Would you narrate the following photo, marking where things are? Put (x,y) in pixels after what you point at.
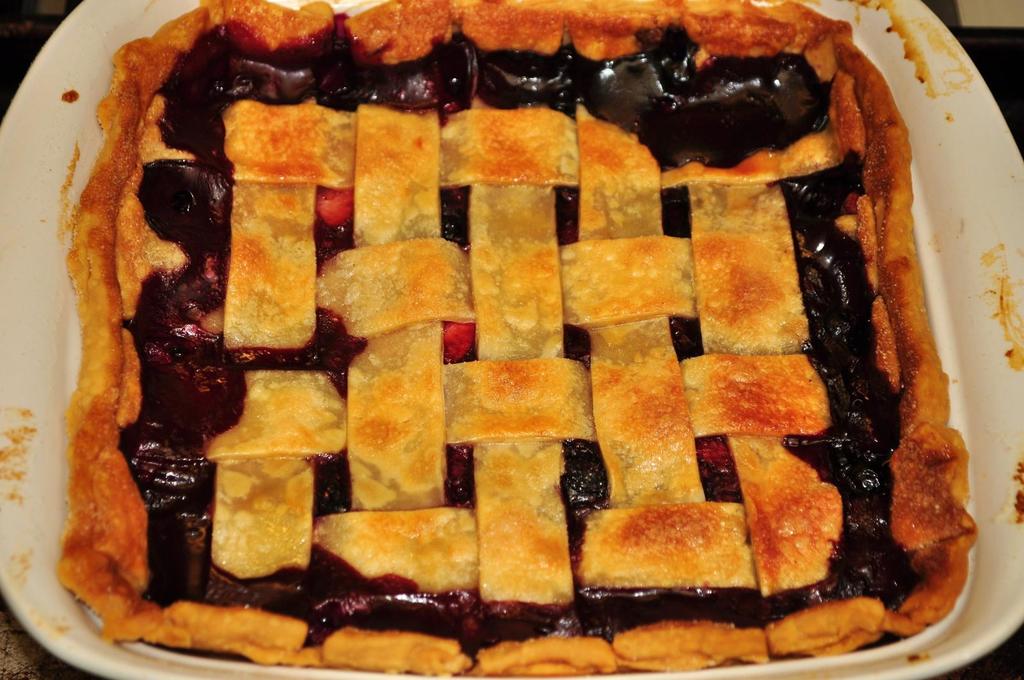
In this picture we can see food (596,289) in the plate (937,277).
